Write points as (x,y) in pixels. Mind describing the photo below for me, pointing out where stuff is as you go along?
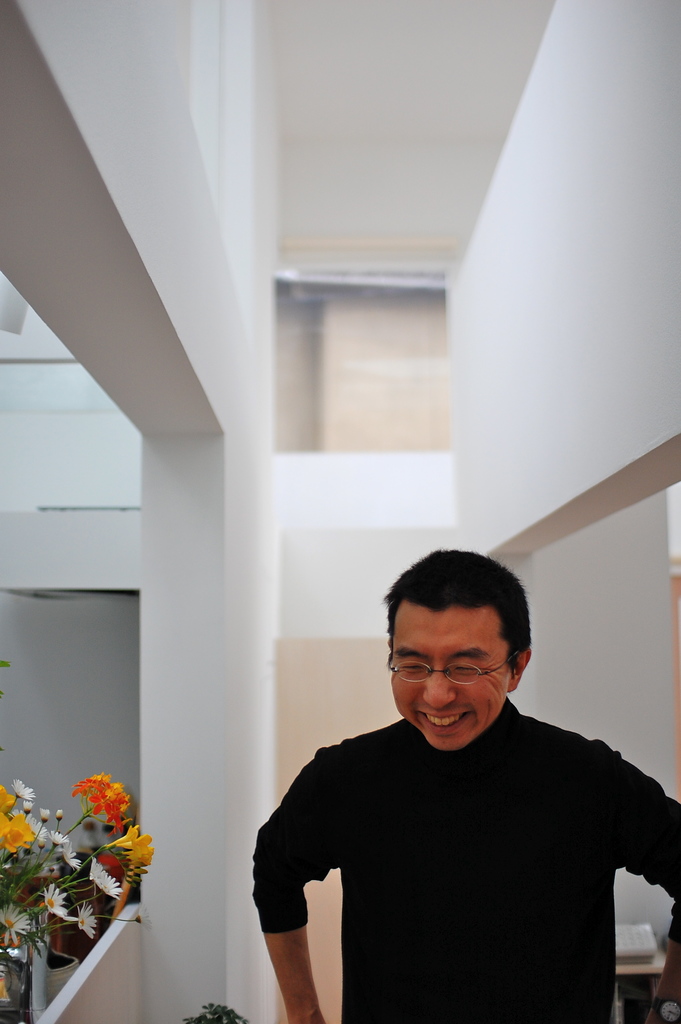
A man (463,840) is standing, there is a plant (42,905), this is wall (508,357).
